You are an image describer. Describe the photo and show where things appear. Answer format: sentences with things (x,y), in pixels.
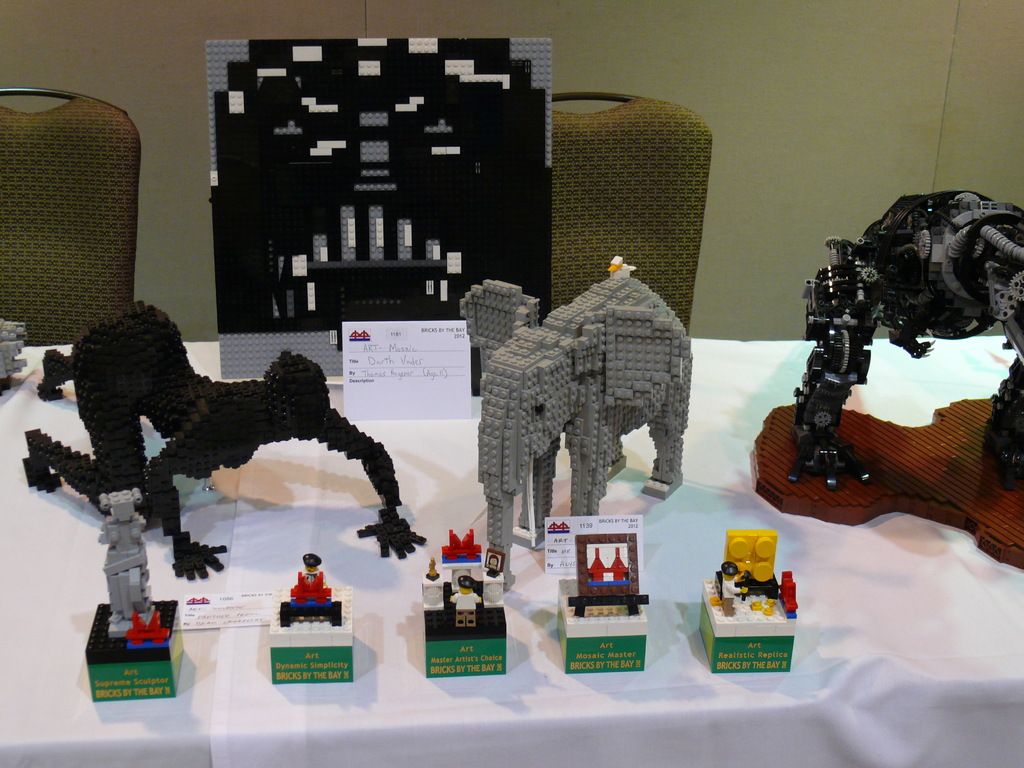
In the image we can see there are block statue (51,471) of human (183,435) and animal (584,309) kept on the table (425,535). There are other blocks item (438,632) kept on the table (551,594) and behind there are chairs (582,241) kept on the floor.
